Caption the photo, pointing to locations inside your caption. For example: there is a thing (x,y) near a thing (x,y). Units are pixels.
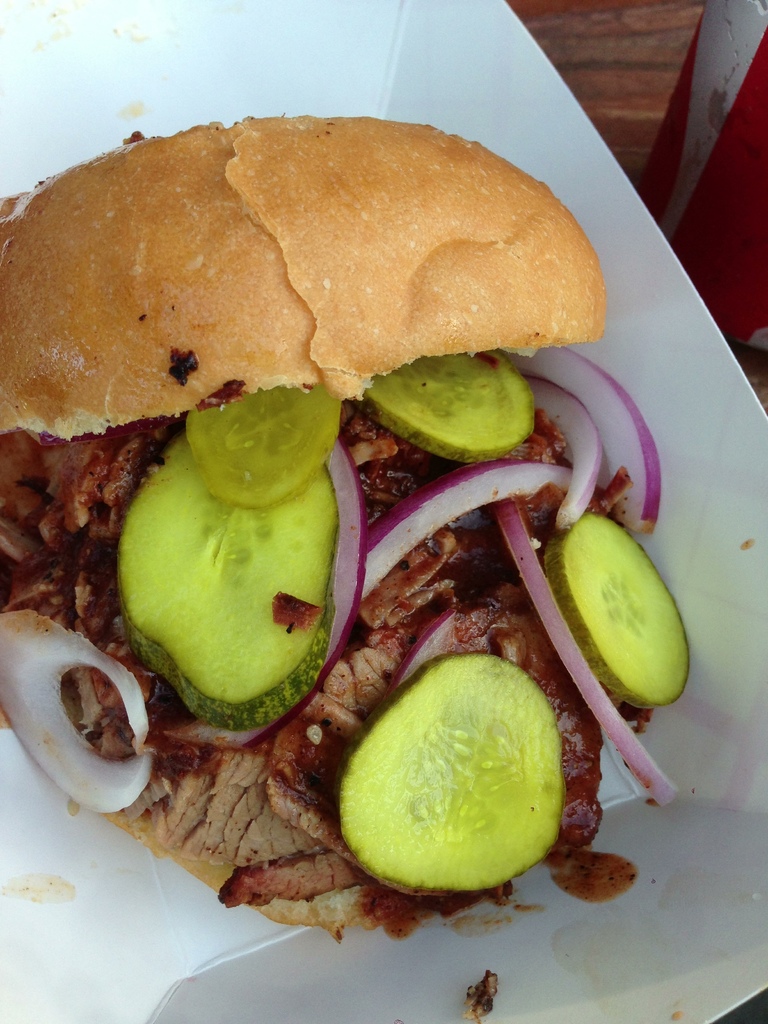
It is a zoomed in picture of a burger (371,274) in a white plate (258,48). We can see the cucumber slices (399,701). We can also see the coke tin (721,159).
